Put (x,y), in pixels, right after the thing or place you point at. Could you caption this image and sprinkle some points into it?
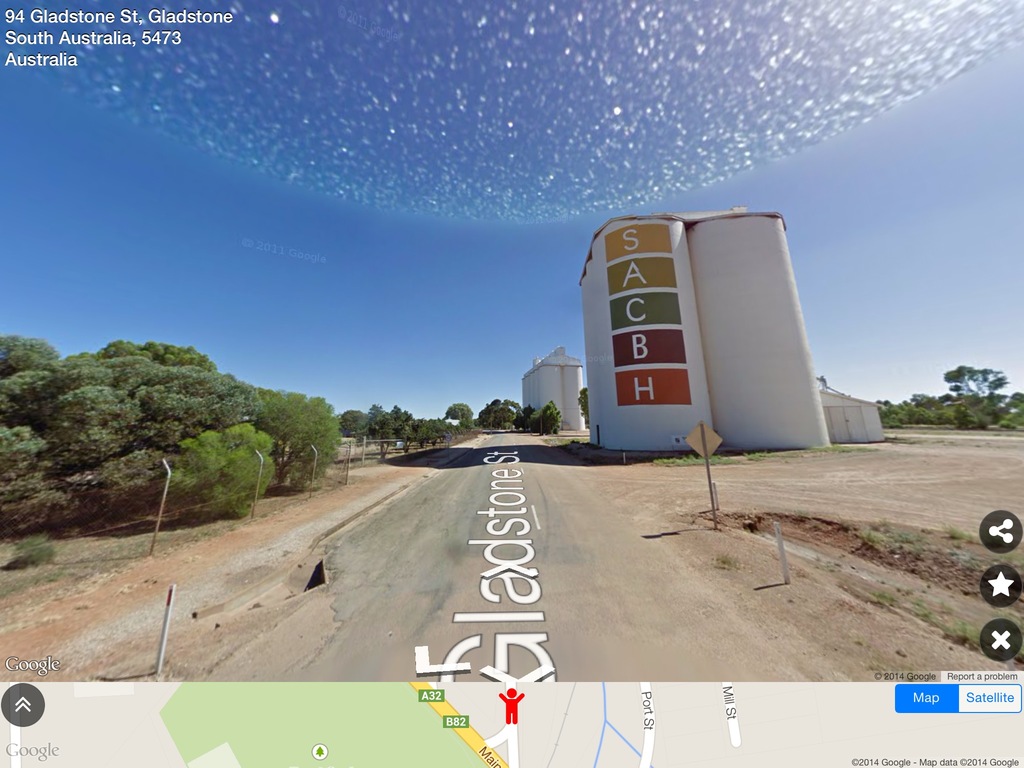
In this image we can see buildings (696,374), trees (211,437), poles (714,503), road (470,538), a board (706,427), text (97,35) on the top left corner of the image (43,39) and there is an image of a map (229,716) at the bottom of the picture (668,731).
